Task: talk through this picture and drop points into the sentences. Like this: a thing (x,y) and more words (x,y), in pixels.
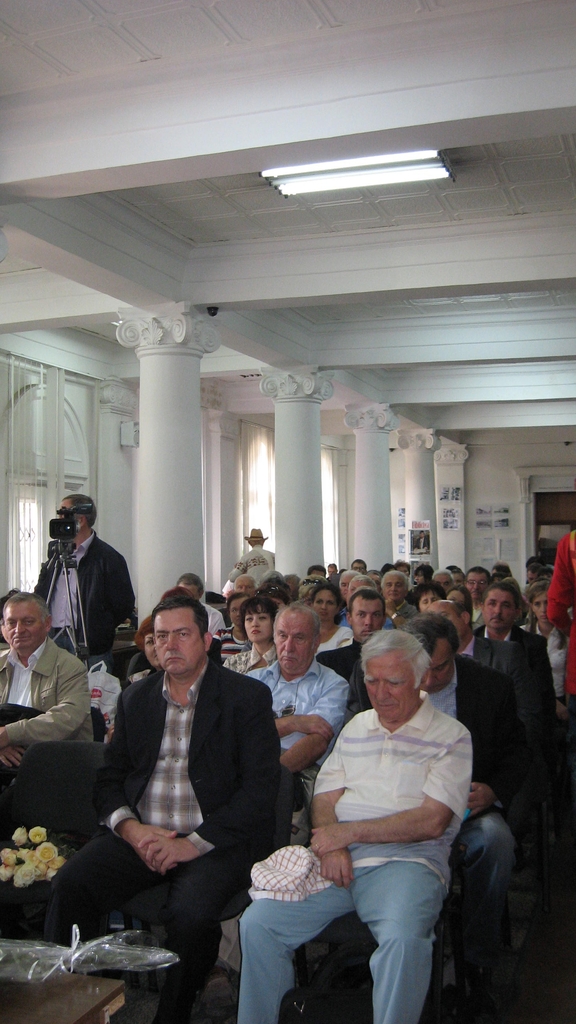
In this image there is a light (338,178), pillars (188,483), window (32,484), posters (405,522), people (254,632), camera (62,530), camera stand (85,634), flowers (28,835) and objects (36,980). Posters (402,546) are on the wall (483,505) and pillar (419,509). Most of the people (337,674) are sitting on chairs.
